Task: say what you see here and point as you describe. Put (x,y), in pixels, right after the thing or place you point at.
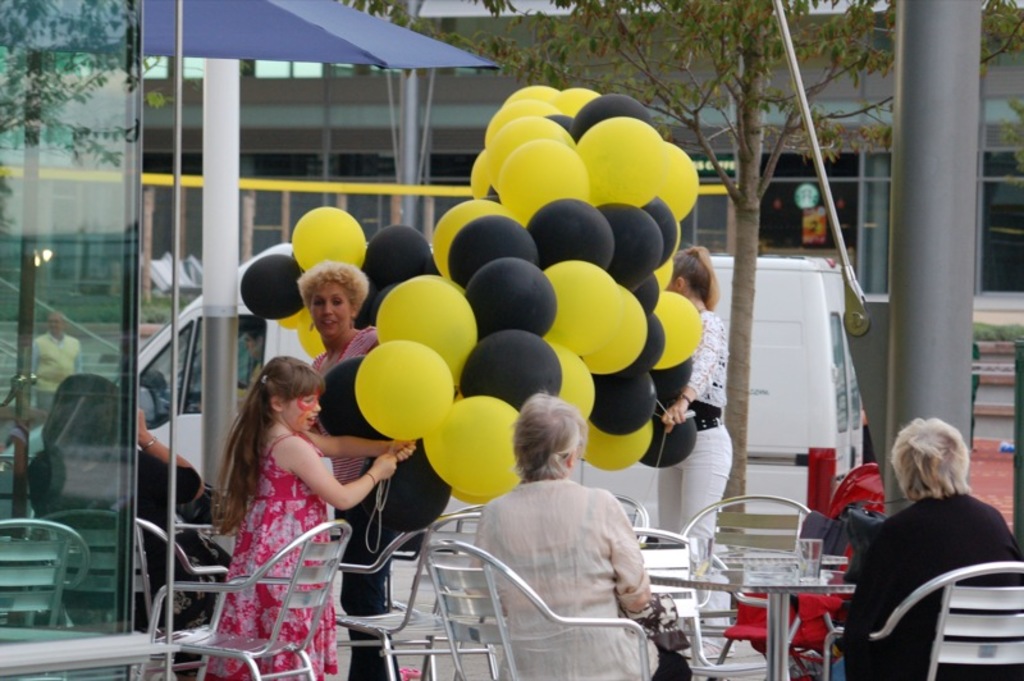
In this image there are two persons (625,616) sitting on chairs (706,672), in the middle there is a table (775,592) on that table (789,581) there are glasses (810,557), beside the chairs (512,571) a girl (264,486) is standing and holding balloons (467,361) in her hands (377,470), beside the girl (299,474) a woman (361,349) standing, in the background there are buildings (721,195), tree (738,192).
